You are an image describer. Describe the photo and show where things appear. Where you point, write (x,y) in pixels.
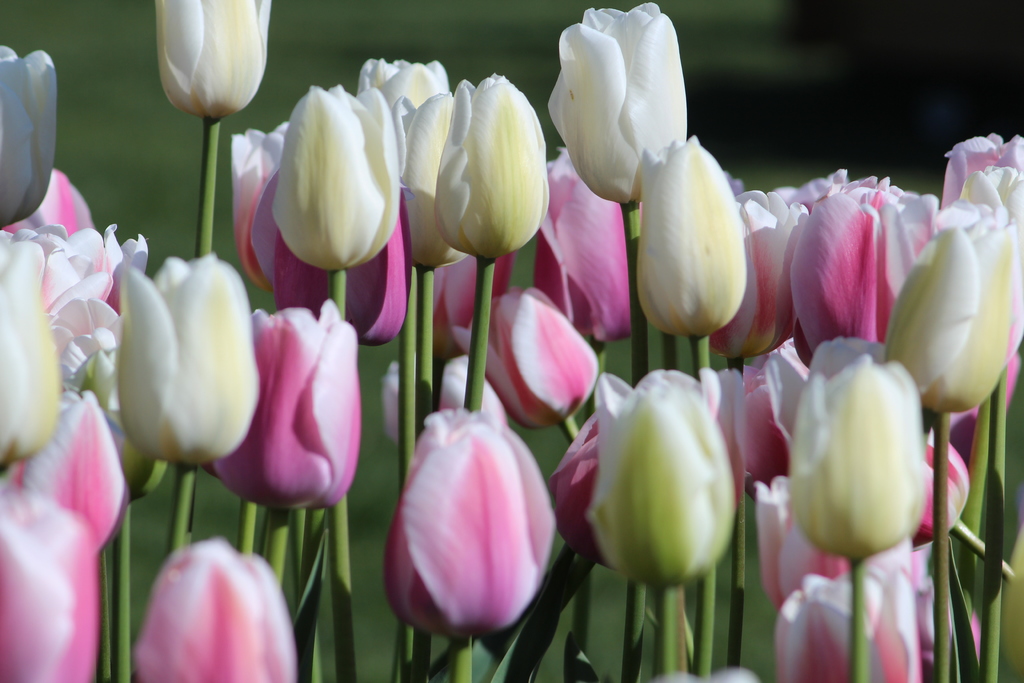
In this image we can see some flowers (194,635) with stems (940,623) and there is a green blurred background (12,6).
